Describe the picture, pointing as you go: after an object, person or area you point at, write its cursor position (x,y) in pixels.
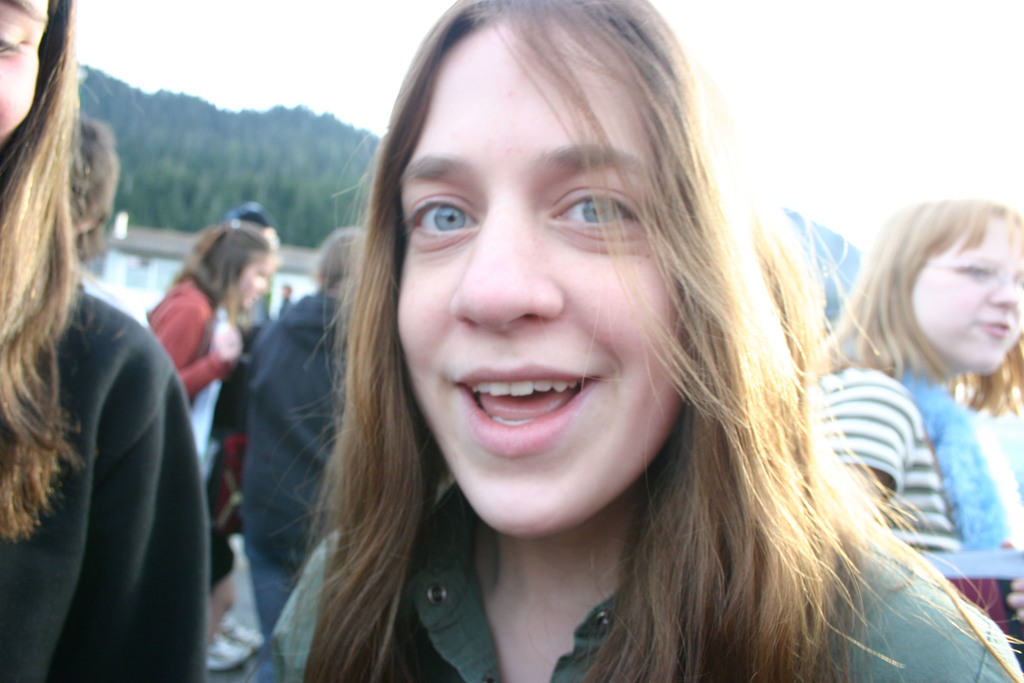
In this image there are groups of persons (584,353) standing. In the front (663,440) there is a person (576,506) standing and smiling. In the background (234,274) there are persons (335,263) and there are trees (280,197).
